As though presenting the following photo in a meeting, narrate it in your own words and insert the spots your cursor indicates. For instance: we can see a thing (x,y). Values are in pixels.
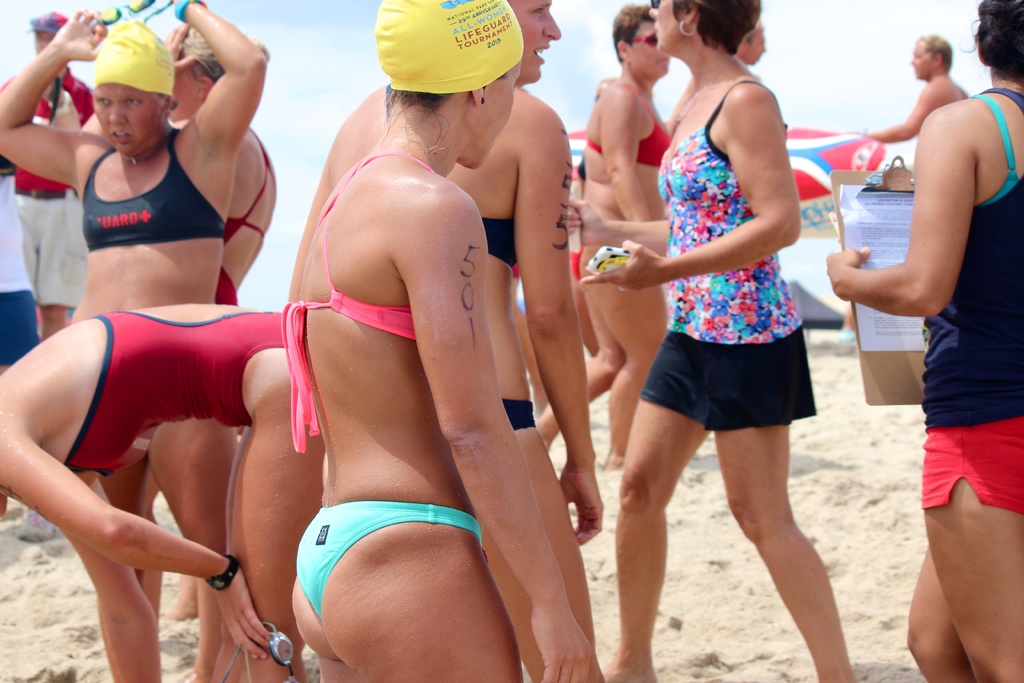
In this image we can see many people (319,223) and few people (935,278) are holding some objects (884,323) in their hands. There is a beach (735,624) in the image.
